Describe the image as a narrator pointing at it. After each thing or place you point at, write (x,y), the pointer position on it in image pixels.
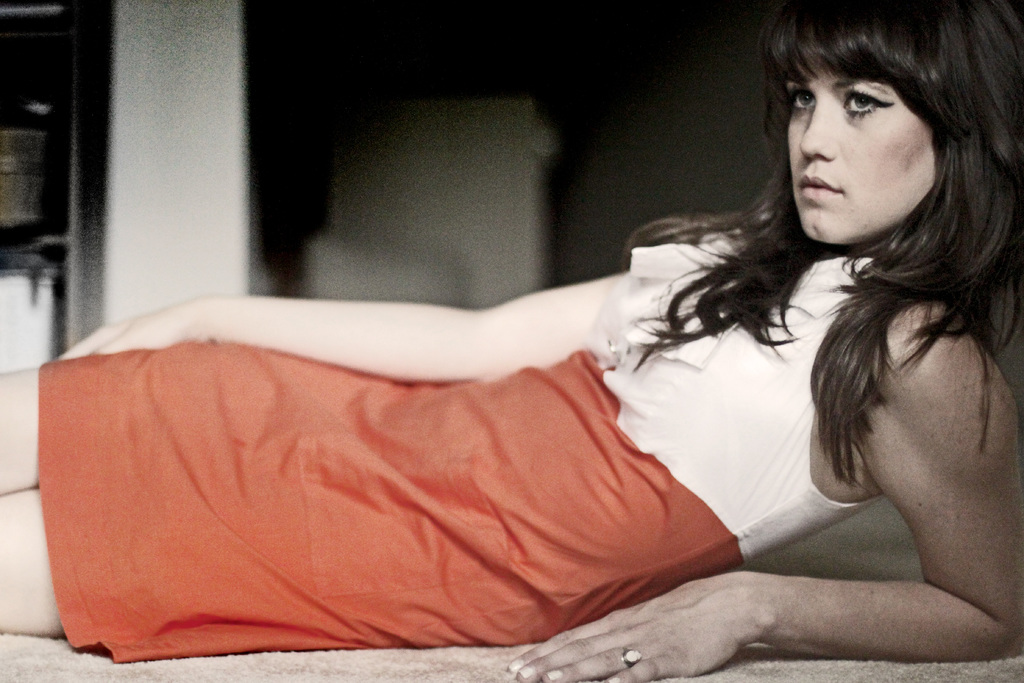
In this image I can see a woman (793,396). She is wearing a white shirt (758,532) and an orange skirt (293,596).
